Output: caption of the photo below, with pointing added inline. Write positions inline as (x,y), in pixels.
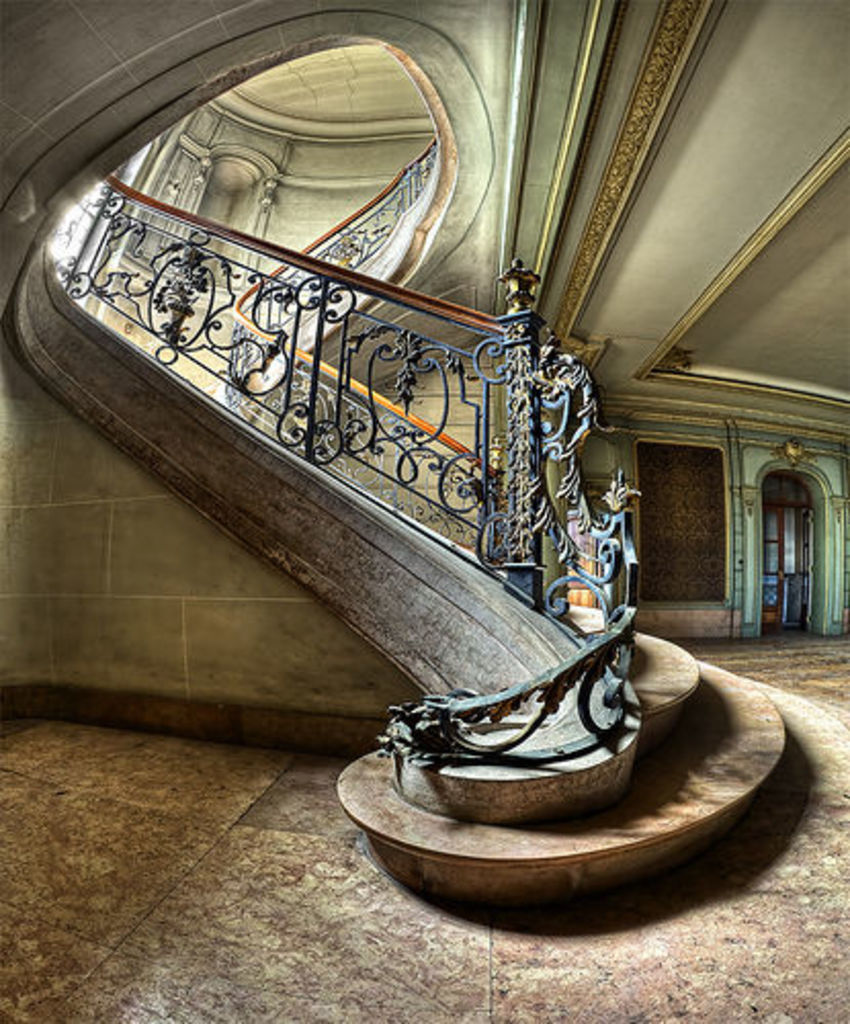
In this picture we can see an inside view of a building (695,539), we can see stairs (661,735) here, there is a door (802,556) here.
